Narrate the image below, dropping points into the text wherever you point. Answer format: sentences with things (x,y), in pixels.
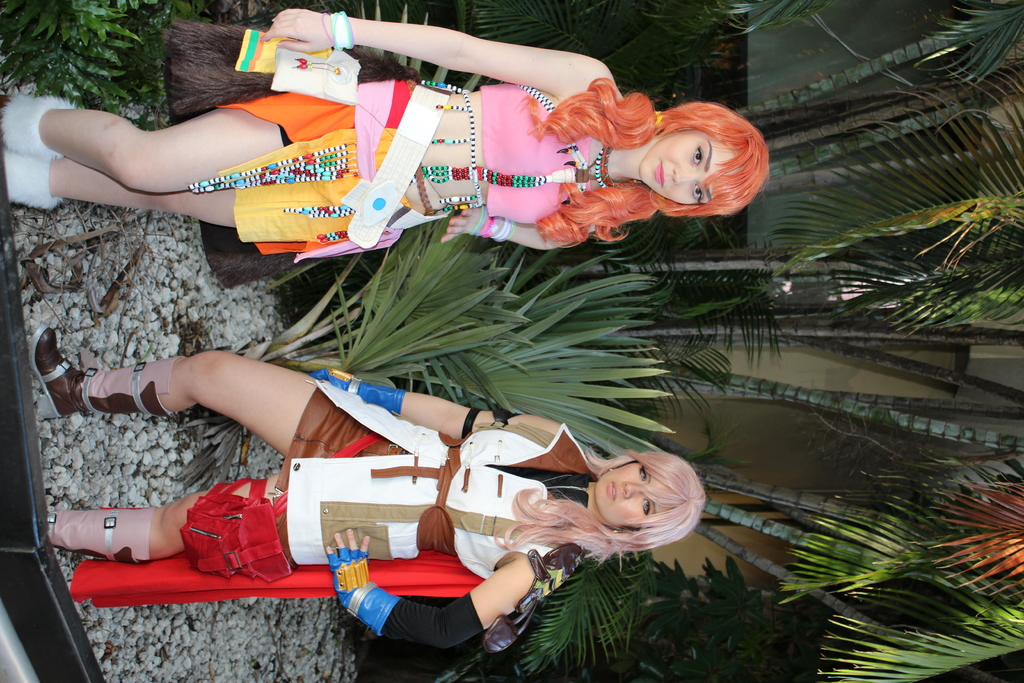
In this picture we can see the two women (520,163) standing and we can see the plants (557,324), trees (865,346), rocks (147,489) and some other objects (7,548).
